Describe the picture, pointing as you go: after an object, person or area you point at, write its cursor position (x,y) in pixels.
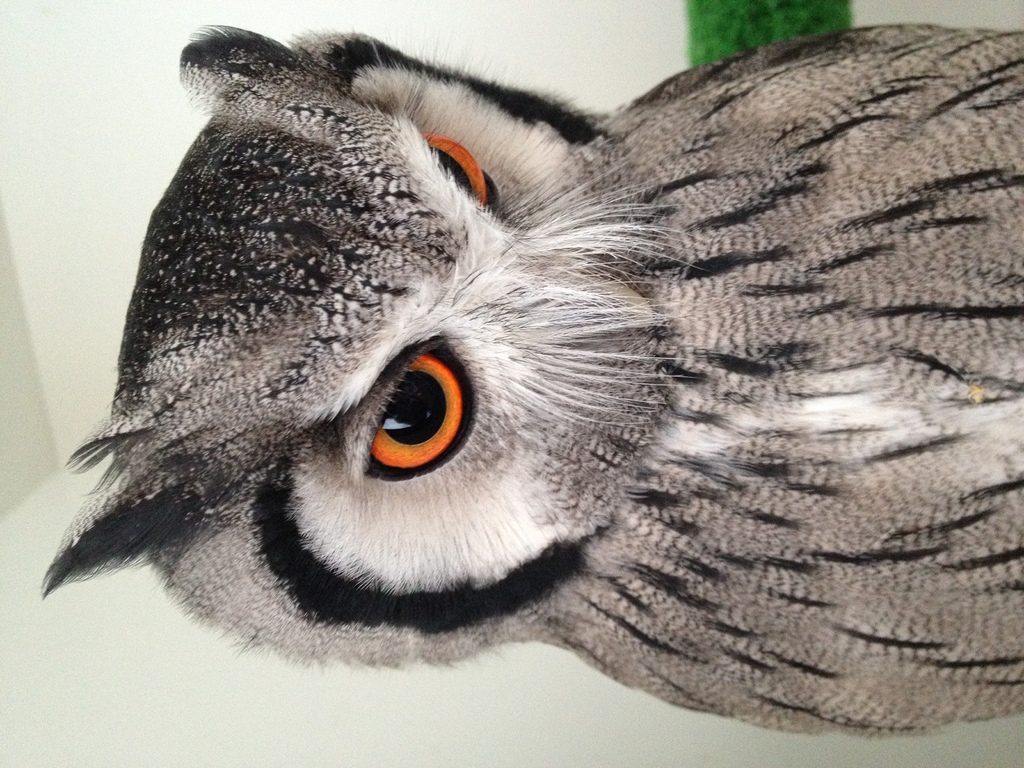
In this image, I can see an owl (886,597). The background (374,757) looks white in color.
